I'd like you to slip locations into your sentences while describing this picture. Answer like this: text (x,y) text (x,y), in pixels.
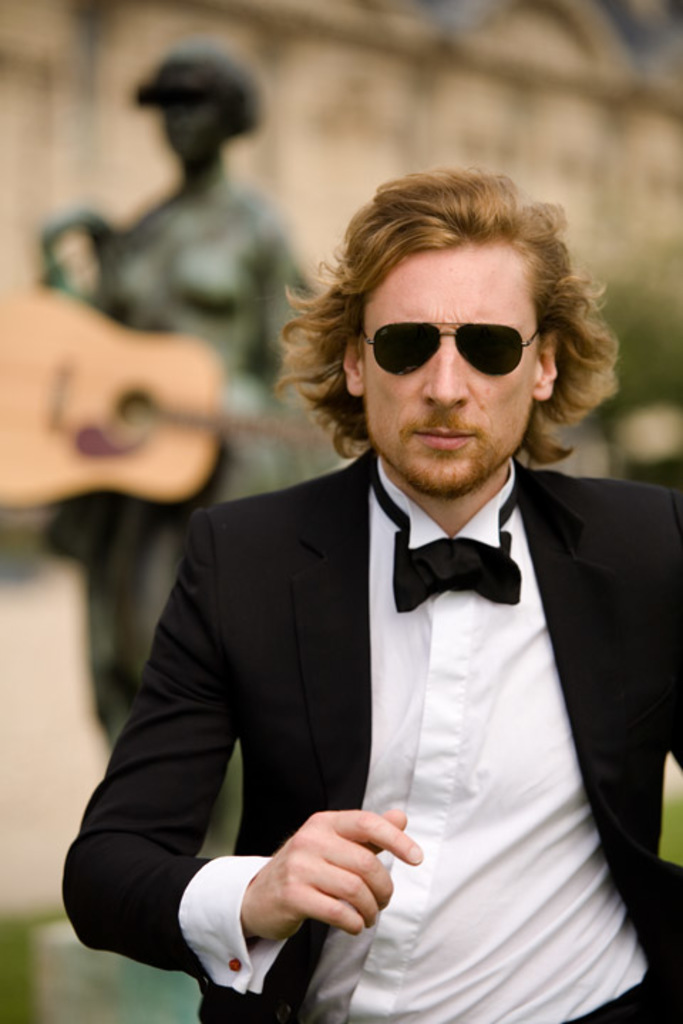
In this picture we can see a man (202,593) wore goggles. In the background (141,285) we can see a statue (209,196), guitar (202,396) and it is blurry.
